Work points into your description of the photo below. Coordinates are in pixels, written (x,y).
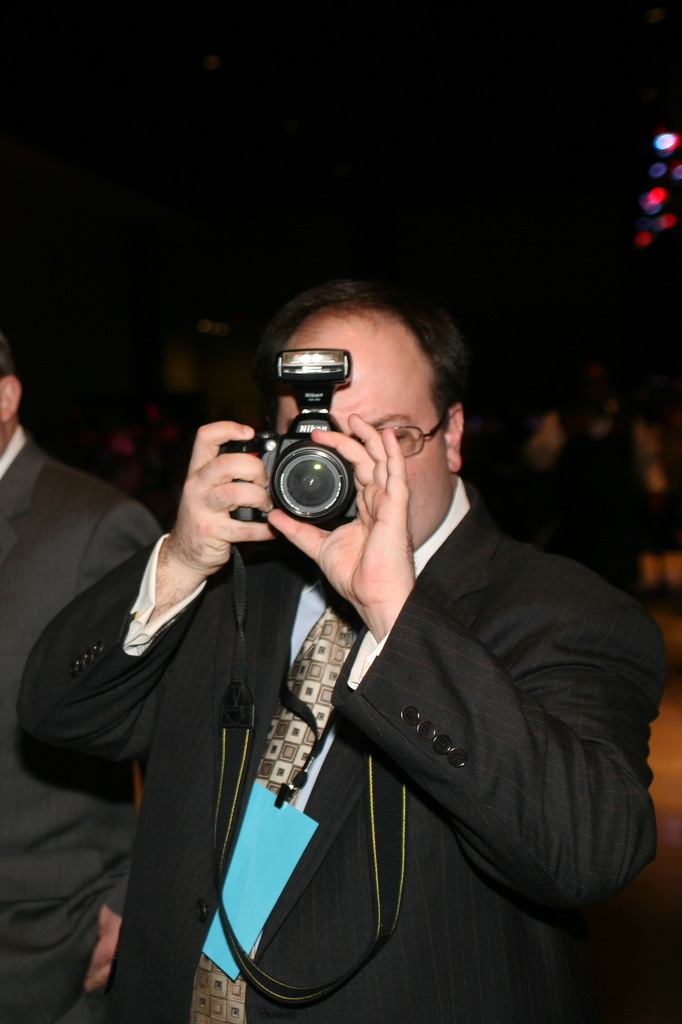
On the background (236,149) it's very dark and we can see few persons (600,471). In Front of the picture we can see one man (444,466). He wore spectacles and a black blazer (449,780) and also an id card (230,969). He is holding a camera (238,441) in his hands (309,556) and taking a picture. At the left side (63,545) we can see a partial part of a man (40,1013).
